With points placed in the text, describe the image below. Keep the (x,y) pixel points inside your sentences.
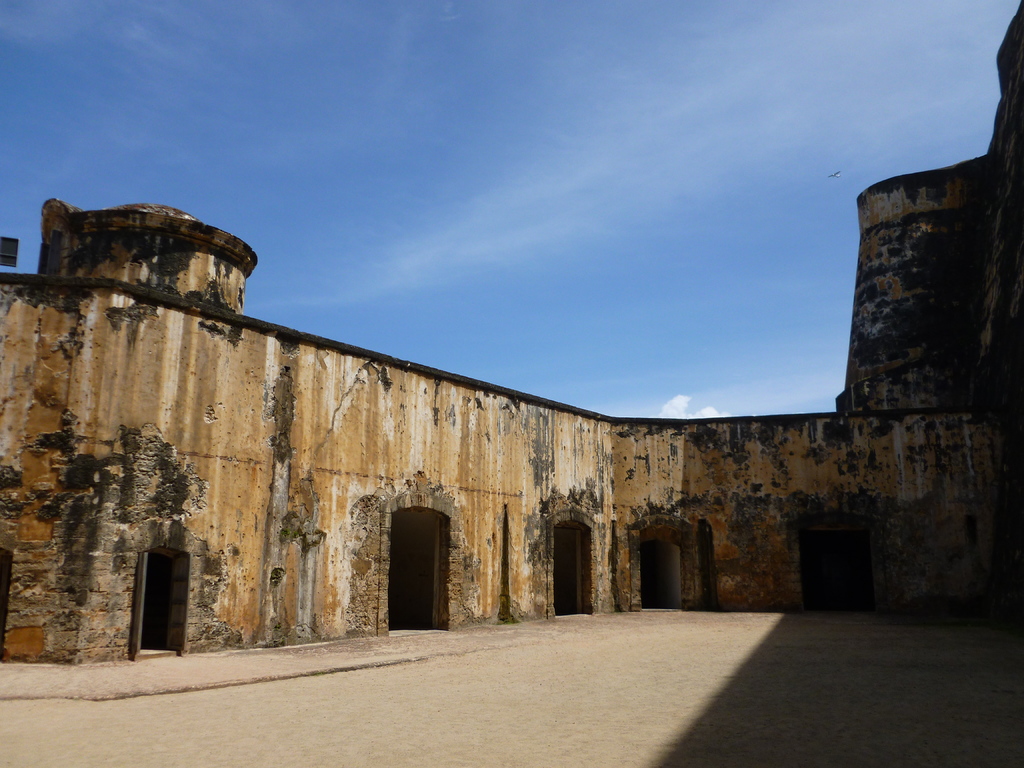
In the picture I can see a wall (215,455) and there is a brick wall (965,260) in the right corner (952,264) and the sky (561,96) is in blue color.
